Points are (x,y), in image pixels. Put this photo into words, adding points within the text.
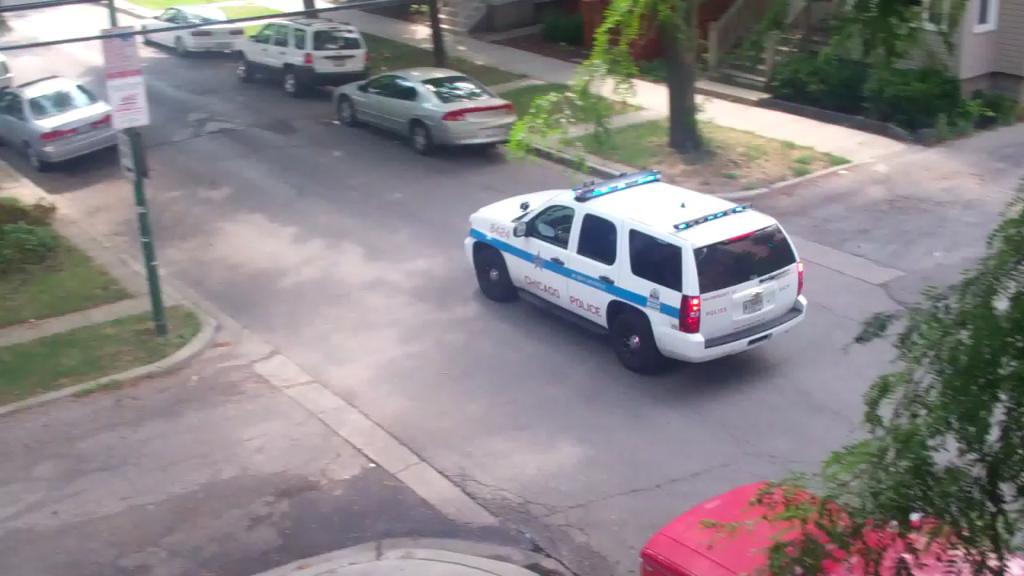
In this image I can see few vehicles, poles (133,170), trees (564,104) in green color. In the background (517,21) I can see few buildings (711,56).
